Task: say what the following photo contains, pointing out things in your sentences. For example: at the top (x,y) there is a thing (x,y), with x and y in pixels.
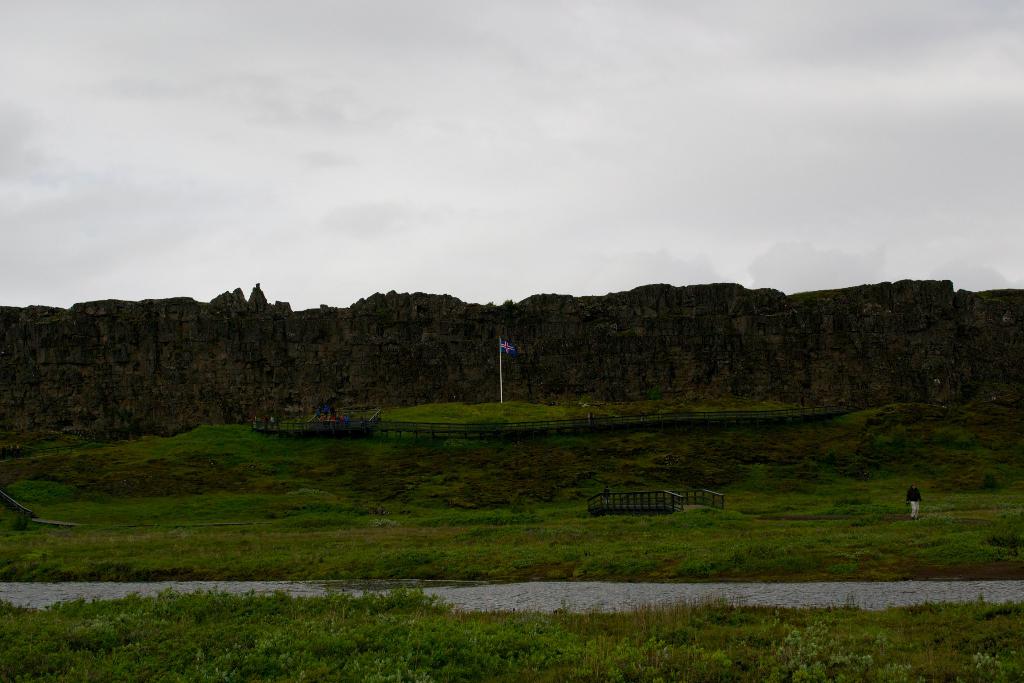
At the bottom of the image (597,624) on the ground (639,629) there is grass (492,623). Behind the grass (136,607) there is water (651,589). Behind the water (49,591) there is ground (471,460) with grass (928,493) and also there is a person (912,516). There is a small bridge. Behind that there is another bridge (800,413). Behind that bridge (295,425) there is pole (500,366) with flag (512,350). In the background (358,384) there are hills (574,363). At the top of the image (471,57) there is sky (348,135).
